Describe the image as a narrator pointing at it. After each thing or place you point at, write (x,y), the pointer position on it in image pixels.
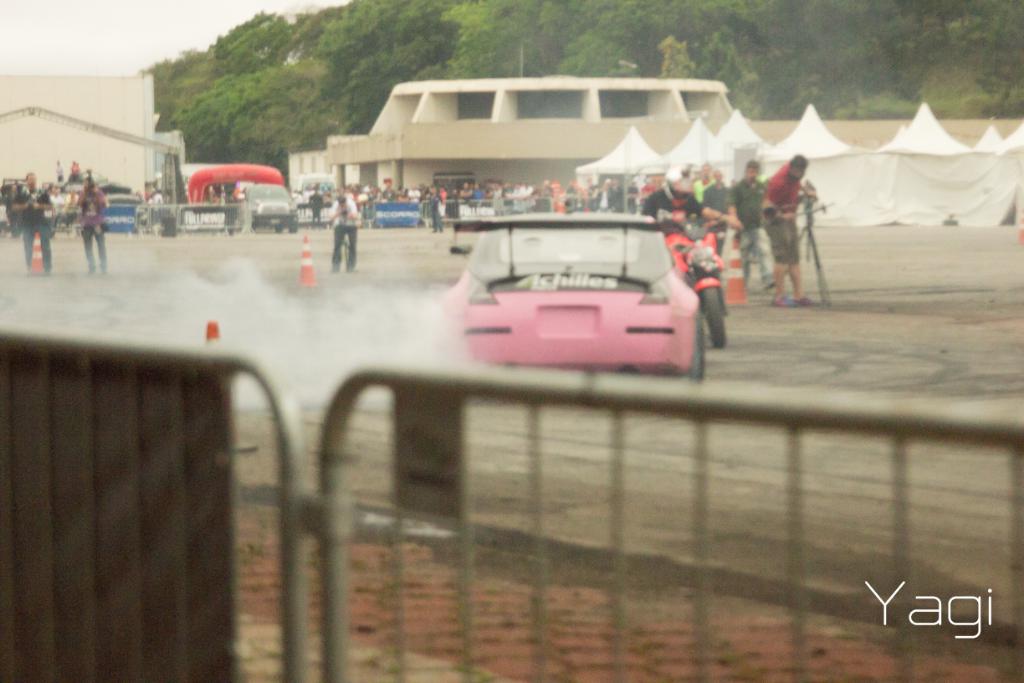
In this image I can see there are two vehicles (715,285) visible on the ground (845,328) and I can see camera man (88,201) taking the picture of vehicles (624,222) and I can see few persons (474,190) standing in front of the fence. I can see buildings (492,85), tents (931,171), trees (263,82), sky (33,41) visible at the top (144,50). And I can see a fence (12,452) visible at the bottom (6,671).
